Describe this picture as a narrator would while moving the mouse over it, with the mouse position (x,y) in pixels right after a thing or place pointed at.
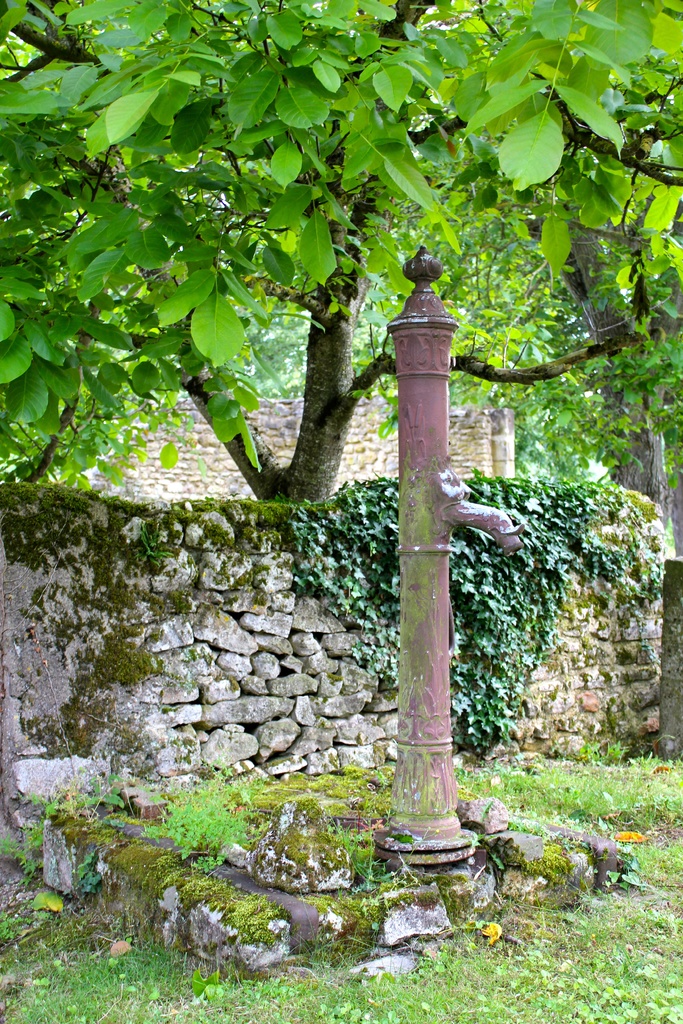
In this picture we can observe a water pump (420,553). There are some stones (168,902) on the ground (224,983). We can observe some grass (232,970) and plants (222,814) here. There is a stone wall (249,657) behind this pump (402,388). In the background (297,224) there are trees (321,195).
